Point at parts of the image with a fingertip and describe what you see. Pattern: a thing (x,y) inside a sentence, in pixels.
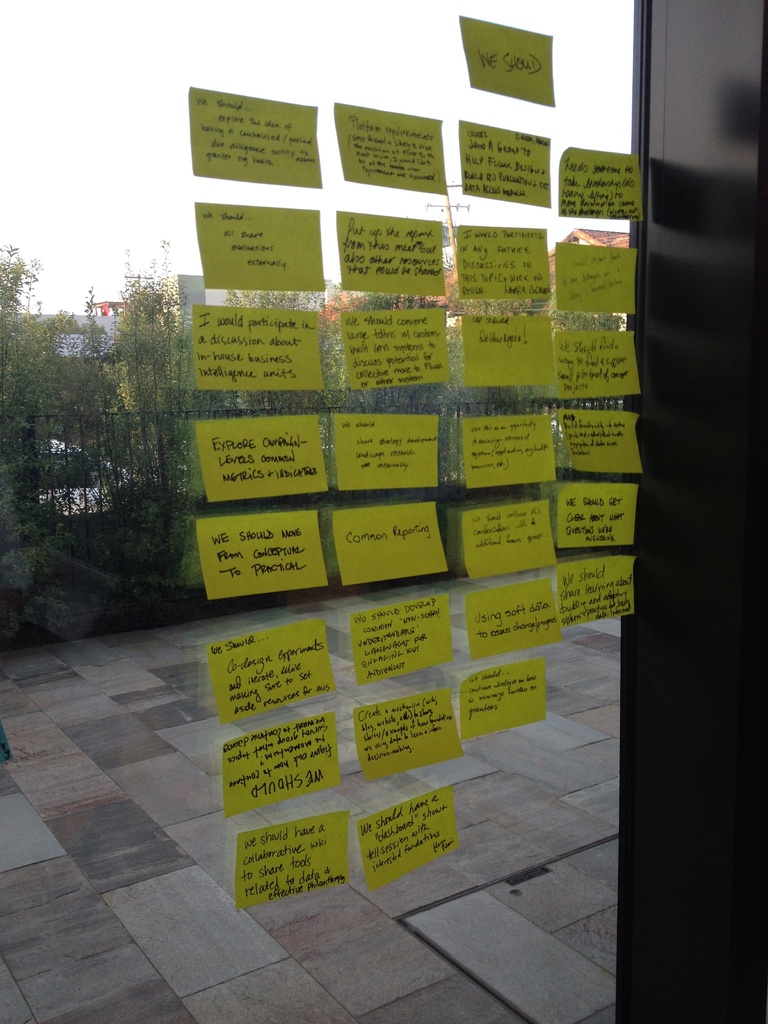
In this image i can see a paper pieces (486,444) with some text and behind them i can see a plants (98,408).
